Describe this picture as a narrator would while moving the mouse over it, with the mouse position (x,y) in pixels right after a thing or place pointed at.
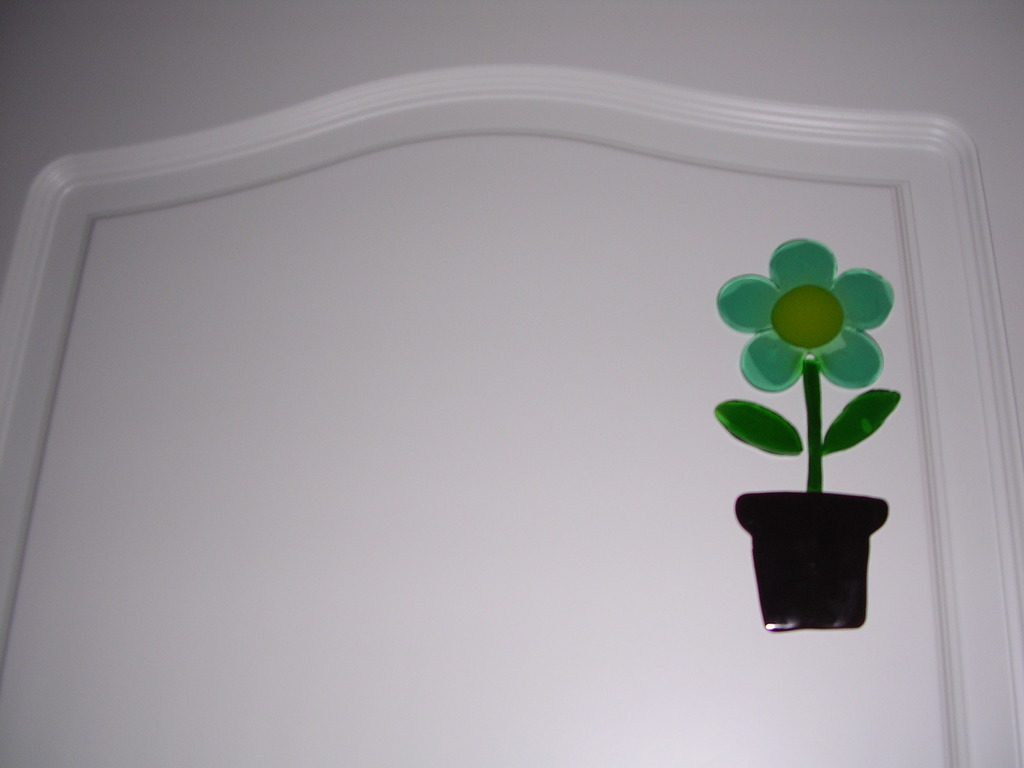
In this image we can see the picture (867,568) of a pot (834,513) with a flower (760,442) painted on the wall (412,445).
